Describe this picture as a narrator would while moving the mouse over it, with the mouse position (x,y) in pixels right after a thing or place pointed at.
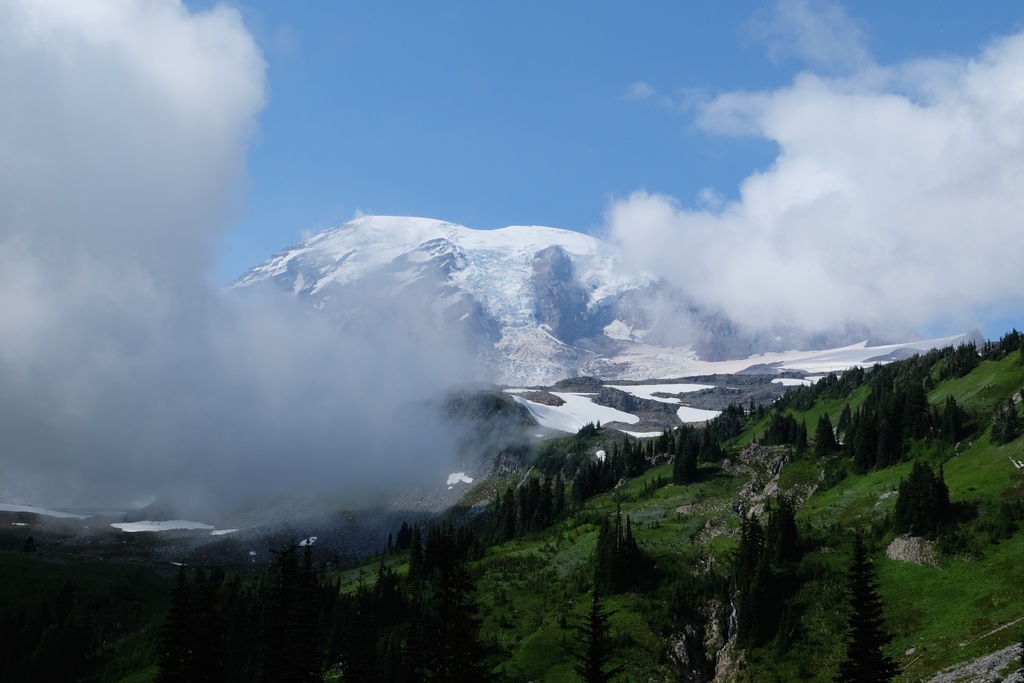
In this image I can see number of trees (323,627), mountains (529,400), the sky (501,175) and clouds (826,19).
